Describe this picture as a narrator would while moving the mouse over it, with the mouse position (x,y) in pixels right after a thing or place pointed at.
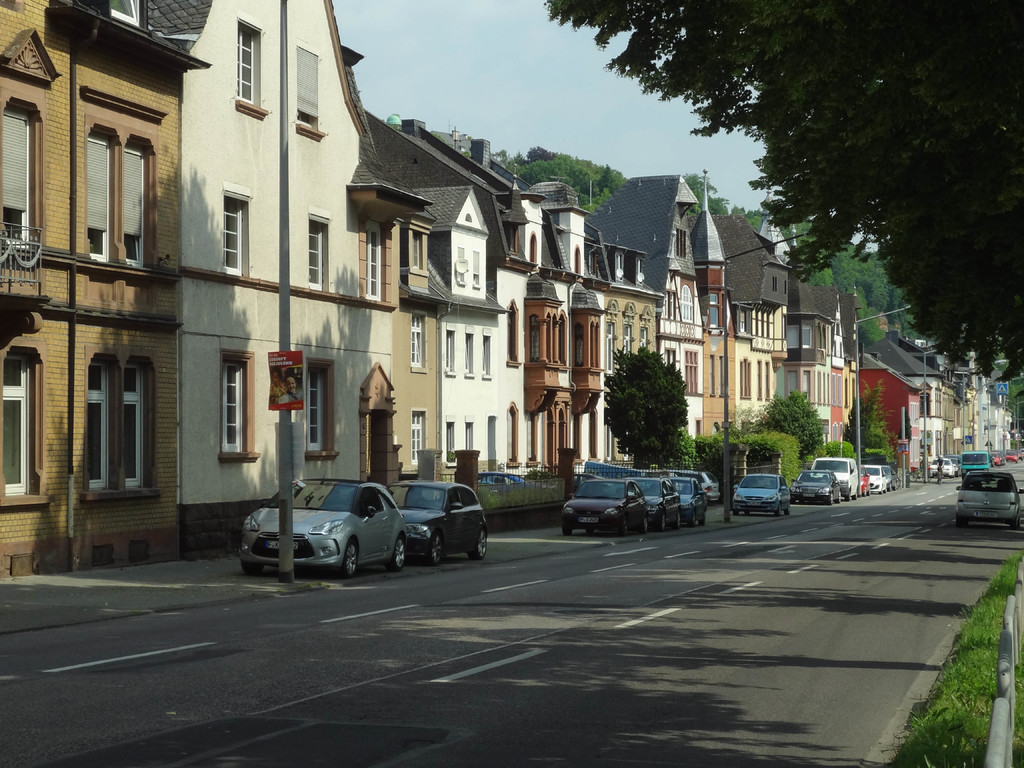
We can see grass (944,749), fences (1003,691), buildings (92,87) and vehicles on the road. We can see trees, boards (299,361) on pole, poles (782,241) and sky (521,31).
